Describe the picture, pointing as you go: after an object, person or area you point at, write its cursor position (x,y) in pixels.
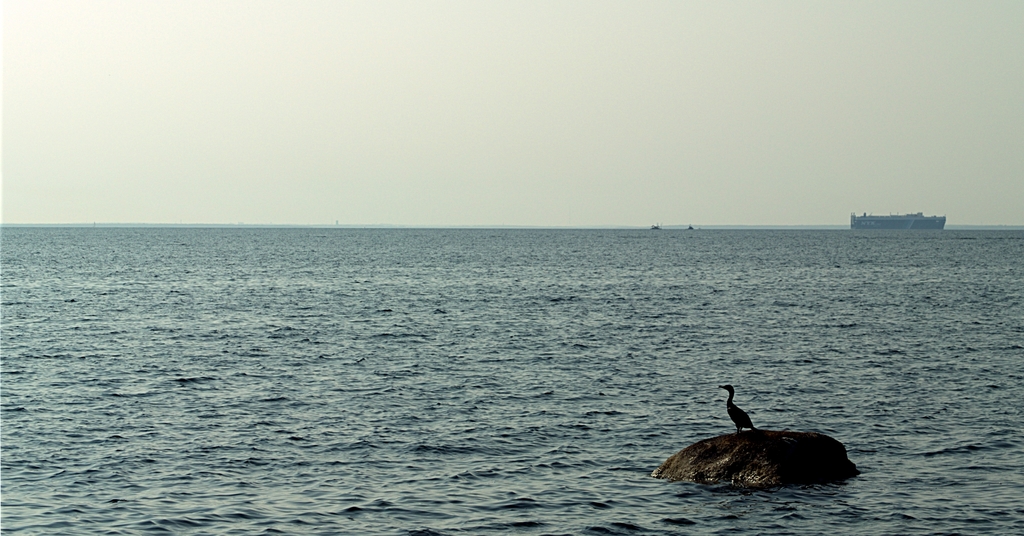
In this image there is the sea (57,333), on which there is a boat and a bird (732,418) visible on stone (729,447), at the top (208,156) there is the sky (253,181).
